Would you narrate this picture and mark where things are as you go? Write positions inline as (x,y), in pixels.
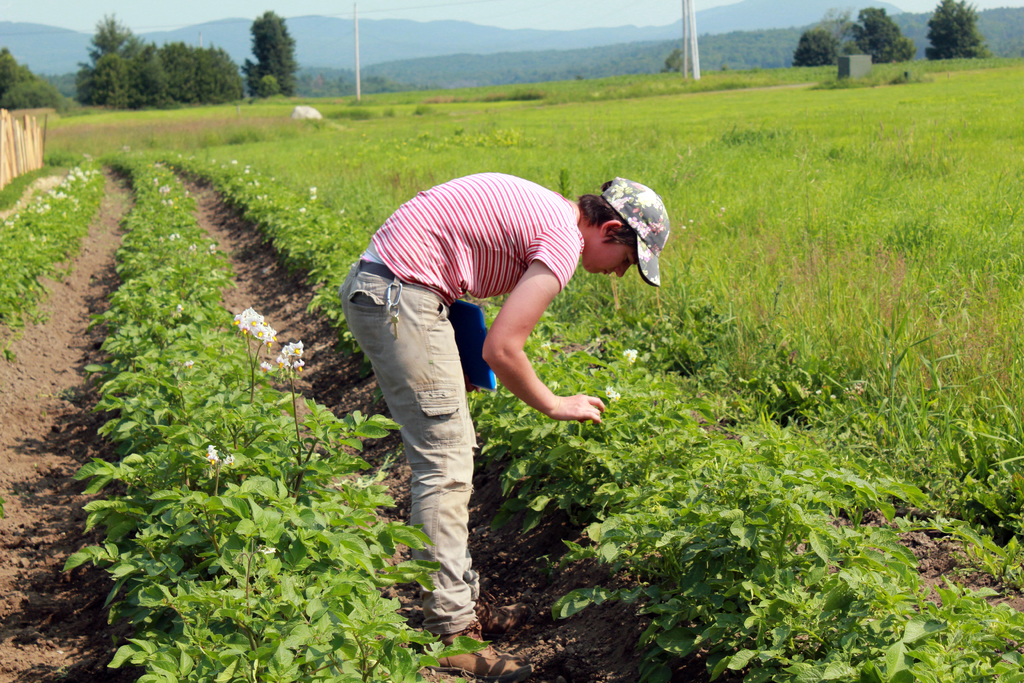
In this image there is a person (426,314) standing in the center (424,344) holding a file (466,351) which is blue in colour. On the left side of the person (472,235) there are plants (199,383) and on the right side of the person (663,247) there is grass (840,239) on the ground (847,242) and there are plants (617,377). In the background (300,95) there are trees (866,25) and there are hills (491,40). On the left side (20,151) there is a wooden fence (33,156).
